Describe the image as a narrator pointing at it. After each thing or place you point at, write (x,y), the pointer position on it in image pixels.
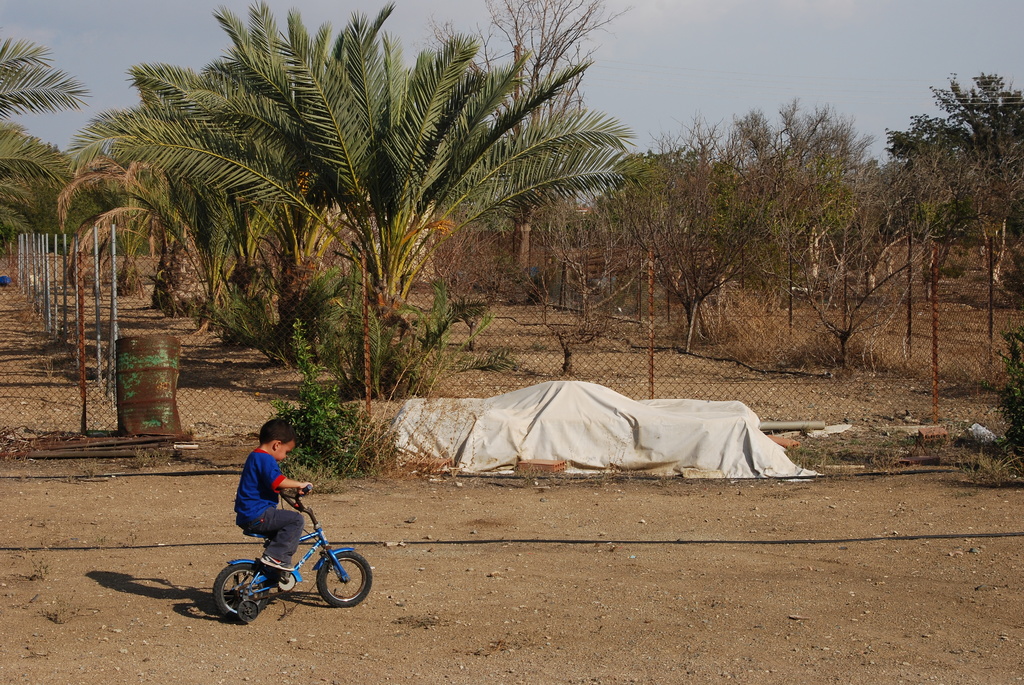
A boy (258,459) is riding a cycle (255,589). And there is a white sheet (586,422) over there. In the background (427,250) there are trees (434,241), fencing (106,301) with a mesh (76,293), sky (107,41).
